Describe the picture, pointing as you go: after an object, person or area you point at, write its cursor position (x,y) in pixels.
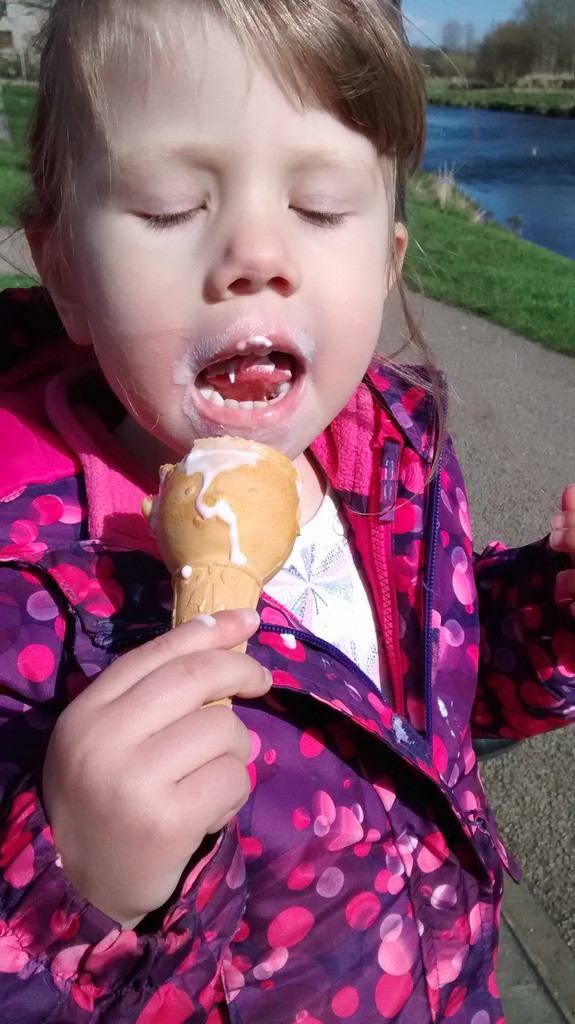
In this image I can see a girl (108,383) wearing a pink color of jacket (304,814). I can also see she is holding a cone of ice cream (213,598) in her right hand (236,773).
